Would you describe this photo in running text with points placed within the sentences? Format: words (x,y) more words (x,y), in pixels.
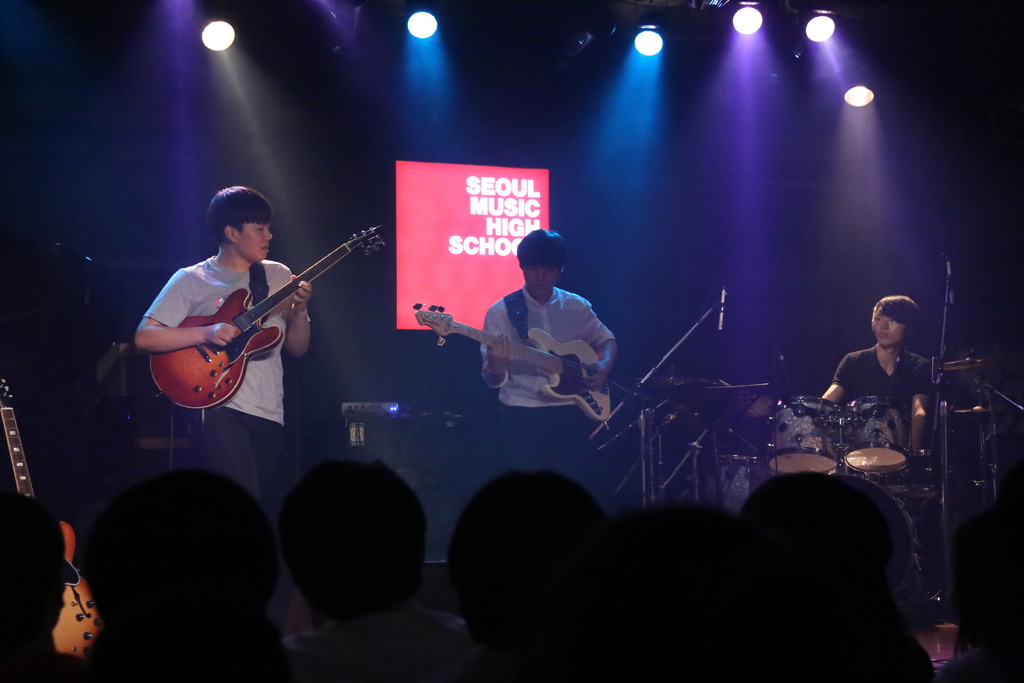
The image is taken in the music concert. In this image there are two boys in the center (593,332) who are playing guitar (253,340). On the right (919,396) there is a boy (910,373) who is playing a drum (826,422). At the bottom (513,552) there is a crowd (592,579). In the background (455,239) there is a board (495,197). We can see lights (416,27) at the top (857,90).
